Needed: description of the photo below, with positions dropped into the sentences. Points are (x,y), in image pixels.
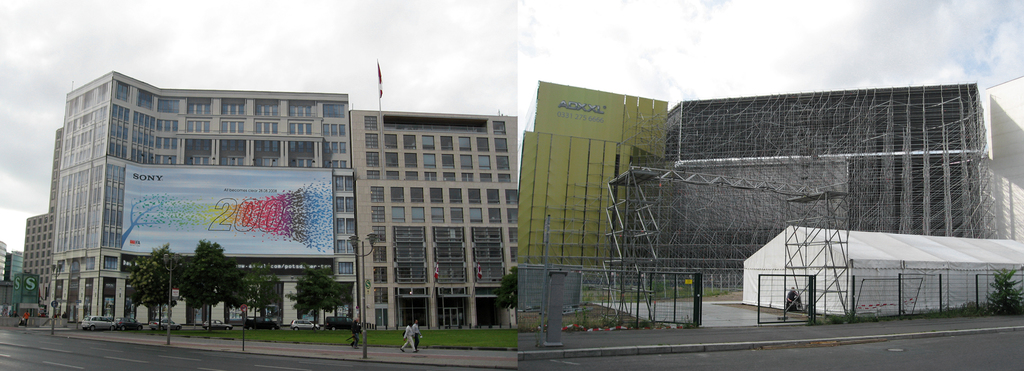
In this image I can see few people (359,339) walking. I can see road (842,363), number of trees (1002,295), buildings (403,181) and a flag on a building (402,199). I can see the cloud sky (563,34).
